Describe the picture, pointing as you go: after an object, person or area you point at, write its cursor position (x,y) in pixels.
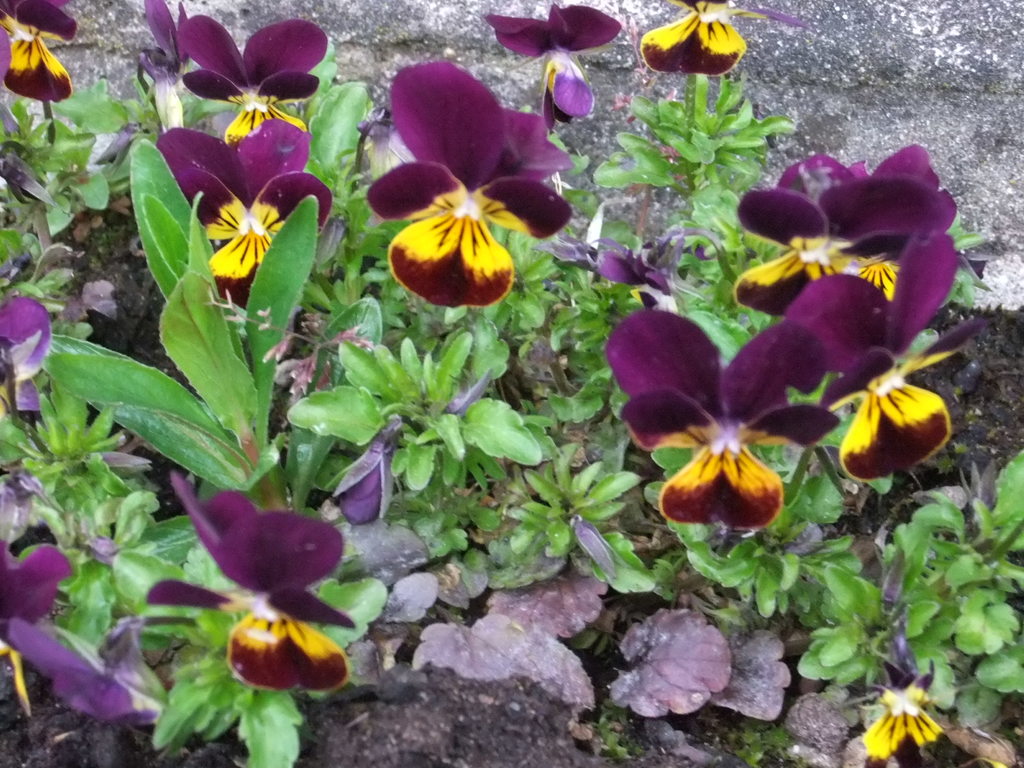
In this image we can see plants (82,381) with flowers (561,209). At the bottom of the image (485,739) there is soil (383,702). In the background of the image (850,36) there is stone (796,39).
